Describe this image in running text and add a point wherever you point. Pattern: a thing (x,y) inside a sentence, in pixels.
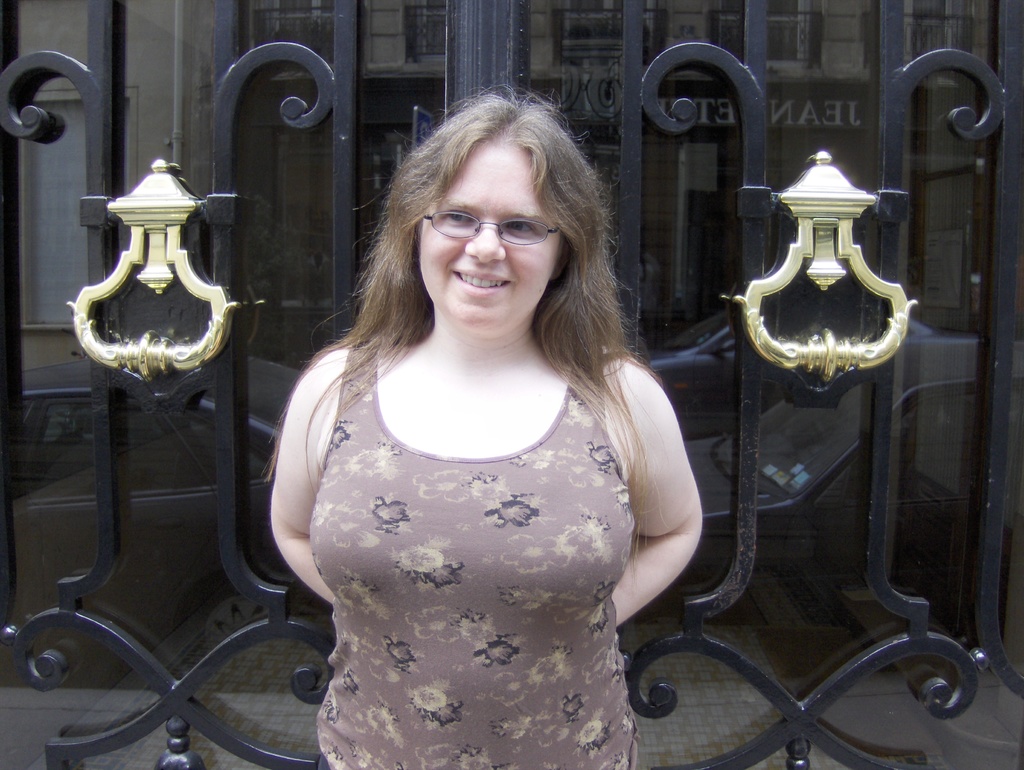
In this image I can see a person (353,384) standing wearing brown color shirt (436,732), background (208,100) I can see a gate (221,108) in black color and a building (157,68) in gray color.
